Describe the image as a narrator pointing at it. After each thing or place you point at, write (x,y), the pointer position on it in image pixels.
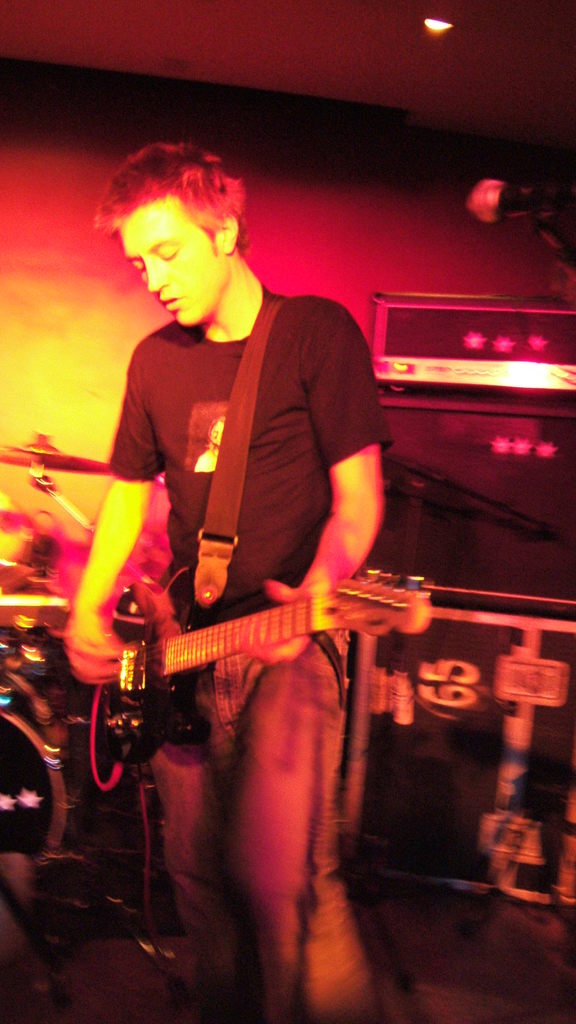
This person (262,677) standing and holding guitar (238,654). On the background (57,682) we can see musical instrument (59,793). On the top (442,24) we can see light (433,26).
